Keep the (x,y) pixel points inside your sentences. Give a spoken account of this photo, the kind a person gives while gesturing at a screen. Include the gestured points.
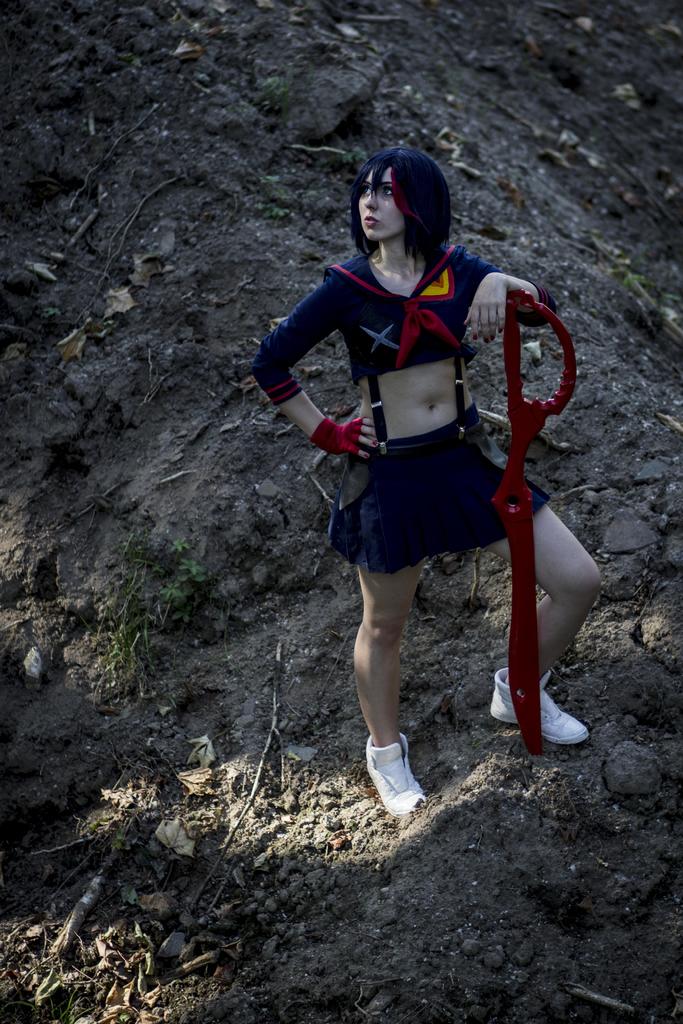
In the picture there is a woman (370,600) standing and catching an object (521,601) with the hand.
